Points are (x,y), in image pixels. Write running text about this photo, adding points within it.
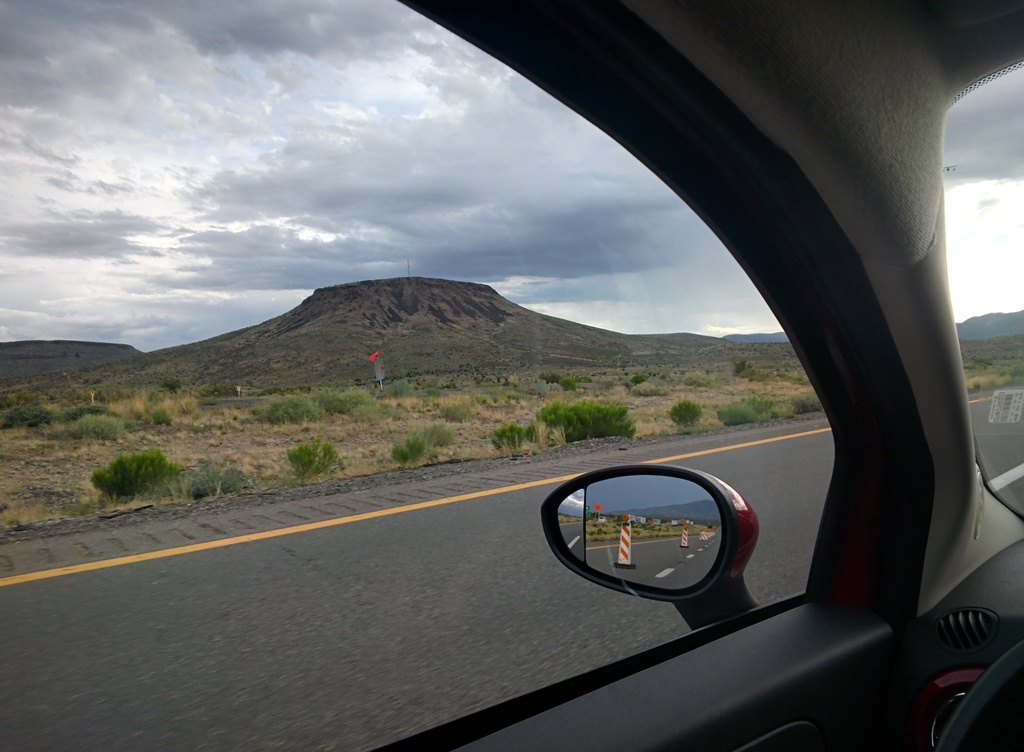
This is the inside view of a vehicle (965,620). Here is a side mirror (710,573), which is attached to the vehicle (902,249). I can see the reflection (649,572) of the lane poles (625,546) in the mirror (637,552). These look like the hills (375,329). I can see the bushes (159,460) and the grass (223,451). This is the road (240,618).
